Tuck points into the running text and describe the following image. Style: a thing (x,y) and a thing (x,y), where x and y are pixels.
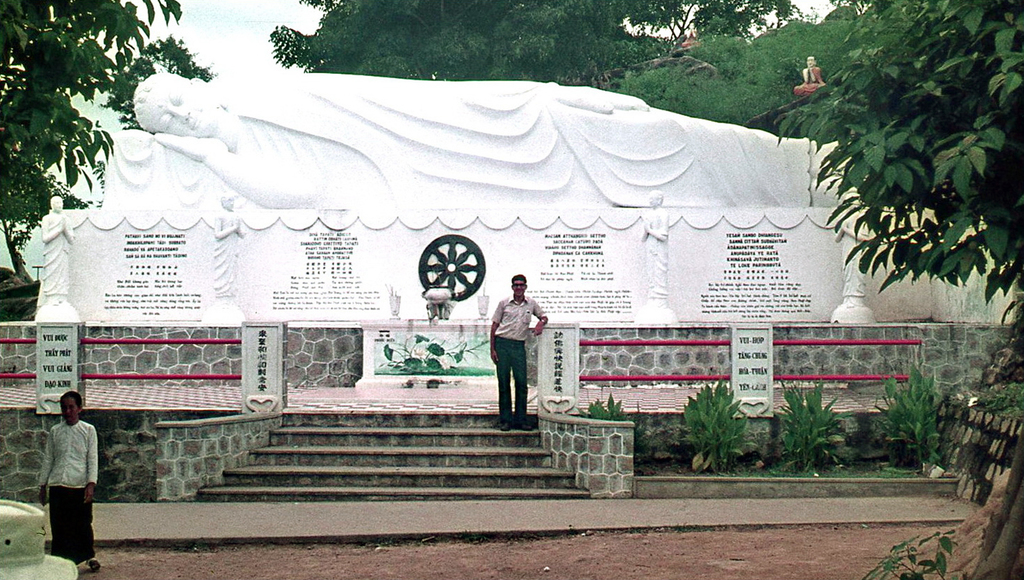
In this picture there is a man (506,315) who is standing on the stairs (496,420), beside him we can see the fencing (723,379). On the right (914,401) we can see the plants (903,391) and trees (950,160). In the background (542,277) we can see the statues (815,73) and building (542,277). In the bottom left corner (81,536) there is another woman (81,480) who is standing near to the board (43,387). In the back (325,93) we can see a white statue (492,185) which looks like he is lying. At the top left (250,47) we can see sky (212,20) and clouds (196,18).
